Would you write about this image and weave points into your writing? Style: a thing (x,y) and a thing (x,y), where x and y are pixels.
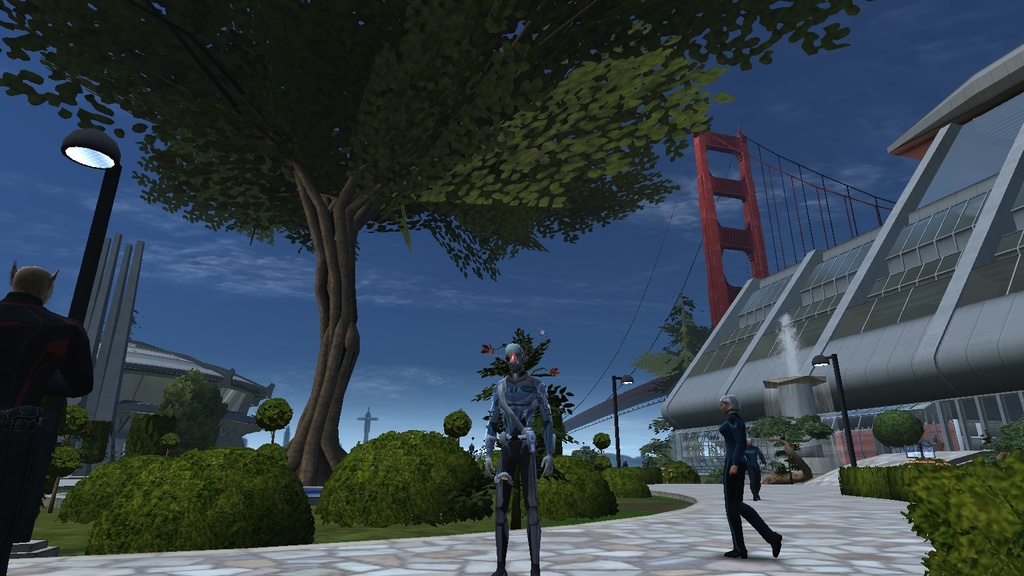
In this image we can see an animated image. In the foreground (64,373) we can see few persons (60,359). Behind the persons (740,458) we can see few trees (211,435) and plants (654,471). On the right side (863,311), we can see a building (848,387) and a street pole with light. On the left side (96,314), we can see another building (129,279) and a street pole (103,216) with light (81,160). At the top (794,113) we can see the sky (758,113).
